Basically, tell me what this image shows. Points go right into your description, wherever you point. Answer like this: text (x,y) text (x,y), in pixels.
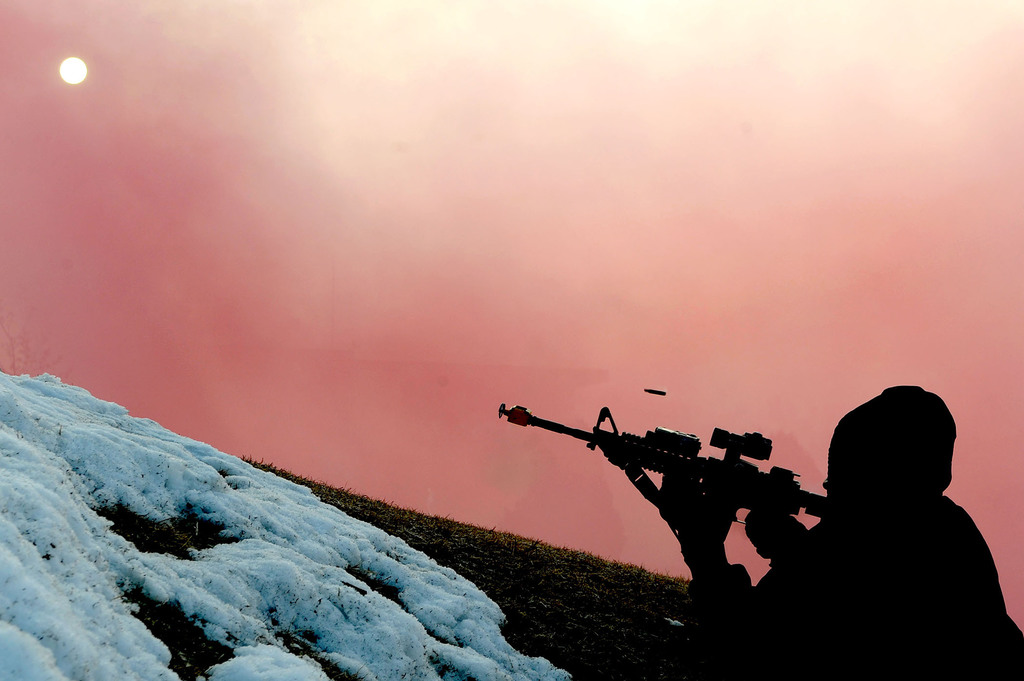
In this image I can see the ground (518,580), some snow (253,568) on the ground (183,509) and a person (907,564) is lying on the ground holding a weapon (790,495). In the background (598,285) I can see the sky (519,139) and the moon (71,72).
